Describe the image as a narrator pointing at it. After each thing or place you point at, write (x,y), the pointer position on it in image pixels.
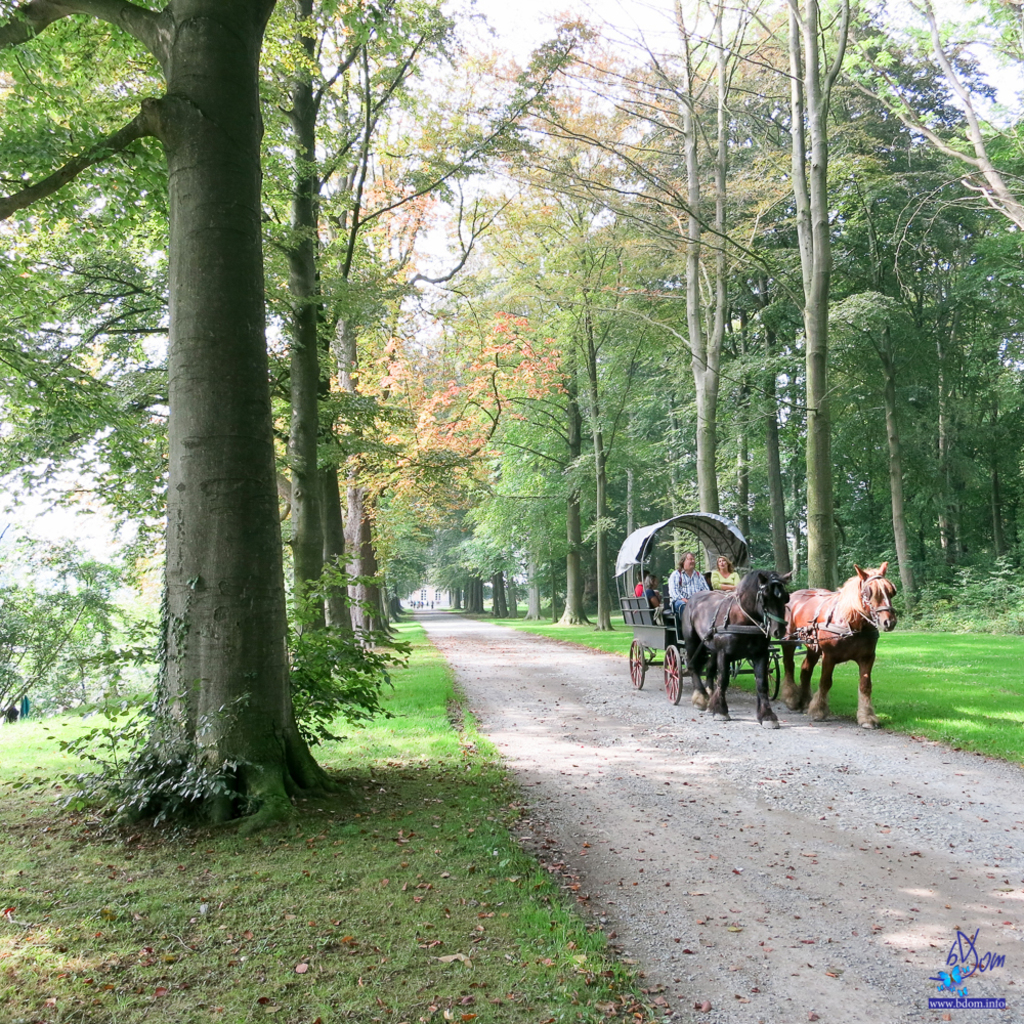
On the right side of the image (903,833) there is a road (619,670) with horse cart (687,638) and few people (694,583) in it. In the background (746,260) there are many trees (187,476). And on the ground (339,965) there is grass (381,881) and also there are dry leaves (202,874). In the bottom right corner of the image (998,1005) there is a name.
